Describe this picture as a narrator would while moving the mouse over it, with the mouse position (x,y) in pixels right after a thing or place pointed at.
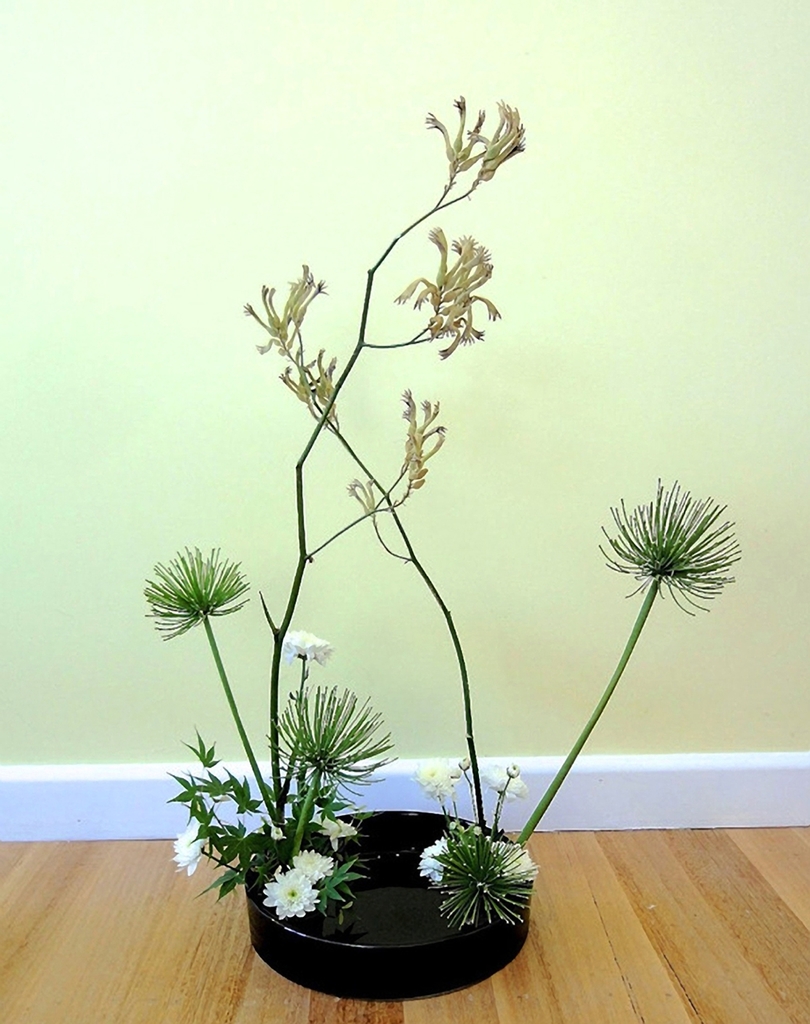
In this picture we can see a decorative plant (353,712) on a black object (384,900) and the black object (395,921) is on the wooden floor (169,971). Behind the plant (253,760) there is the wall (300,187).
